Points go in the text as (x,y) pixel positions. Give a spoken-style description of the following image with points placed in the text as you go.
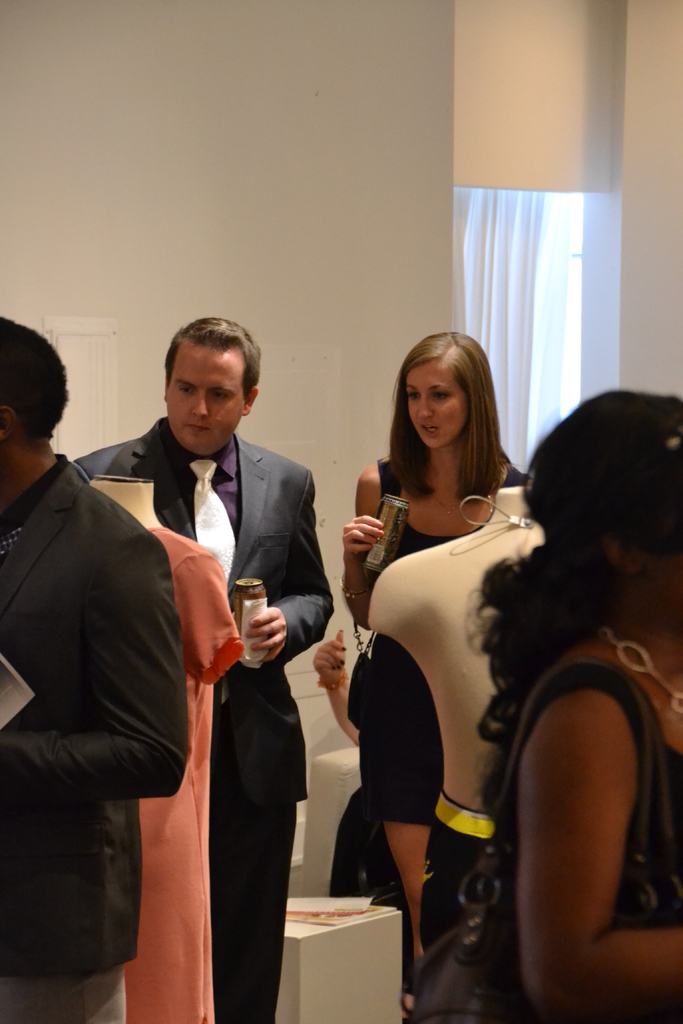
This image is taken indoors. In the background (364,219) there is a wall (644,291) and there is a curtain (541,306). There is a window (571,263). On the left side of the image (87,675) a man (74,788) is standing and there is a mannequin (190,594). In the middle of the image (295,520) a man (295,520) and a woman (405,545) are standing and they are holding things (264,605) in their hands (280,616). A person (377,827) is sitting on the couch (327,810) and there is a table (330,951) with a few things (334,916) on it. On the right side of the image (578,672) there is a woman (562,822) and there is a mannequin (460,611).
